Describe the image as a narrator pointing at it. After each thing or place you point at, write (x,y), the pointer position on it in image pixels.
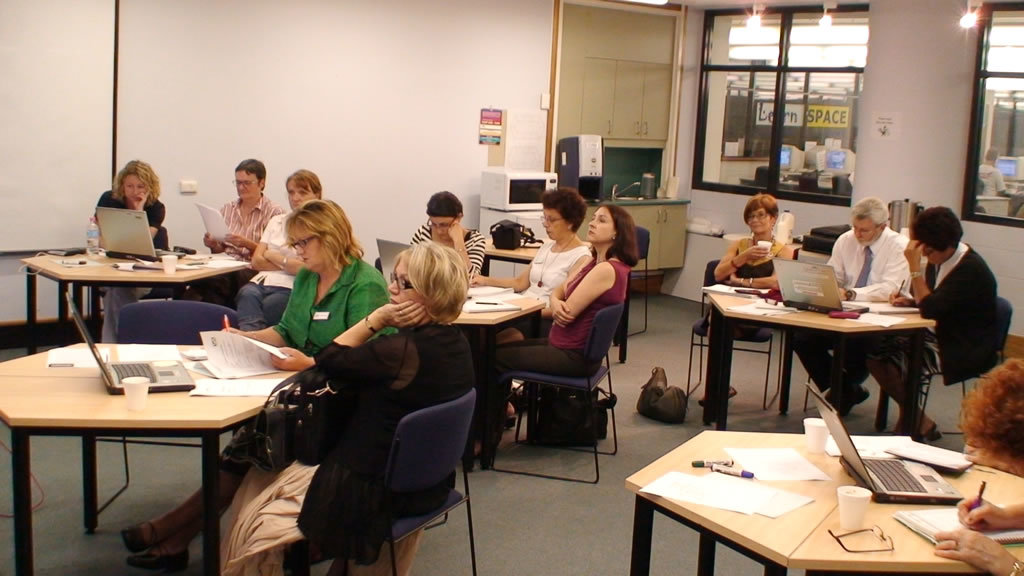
In this image we can see people (413,293) sitting on the chairs (452,420) and tables (207,416) are placed in front of them. On the tables (718,306) we can see laptops (121,362), disposable tumblers (139,381), disposable bottles (92,255) and papers (267,354). In the background (611,112) there are cupboards (623,118), printer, backpacks (560,404) on the floor (618,408), electric lights (857,62) and persons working at the desktops (807,148) through the windows (803,129).
